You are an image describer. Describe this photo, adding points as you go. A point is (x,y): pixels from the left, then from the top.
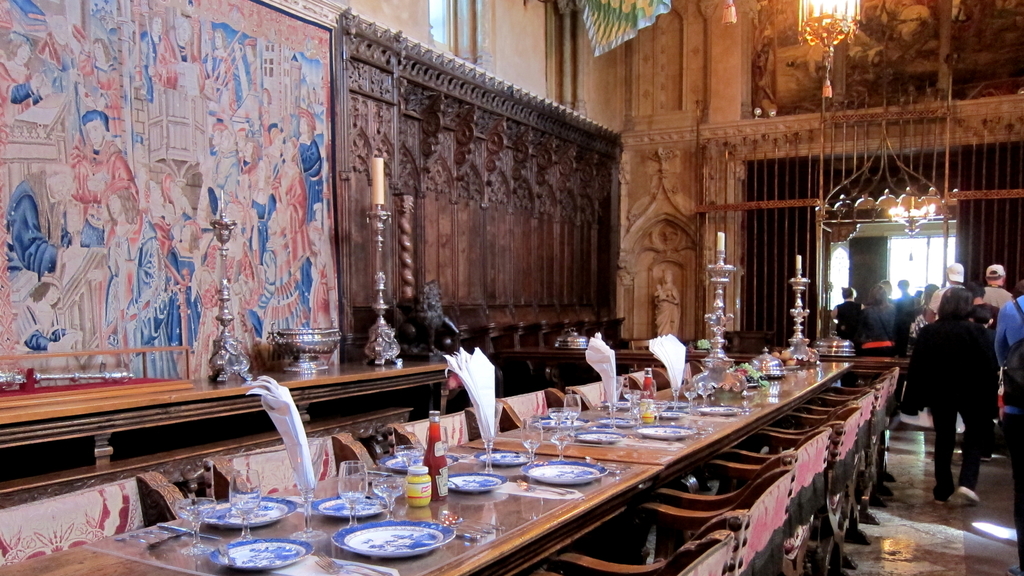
In this image, There are some tables (65,439) which are in brown color on that tables (442,510) there are some plates (357,548) and glasses (393,496) and there are some bottle (435,469) and there are some chairs (668,525) which are in brown color, In the background (946,453) there are some people (918,376) walking and there are some brown color and white color walls (339,172).
